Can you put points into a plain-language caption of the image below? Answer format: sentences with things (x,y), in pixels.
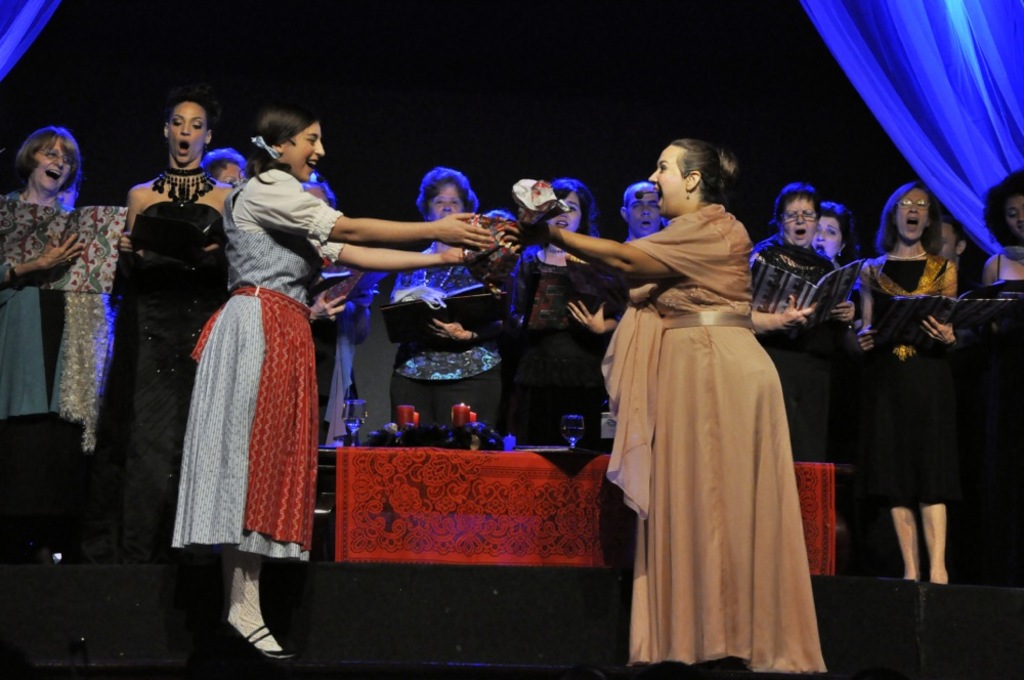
In this image in front (683,335) there are two people (599,240) holding some object (523,220). Behind them there are a few other people (934,273) holding the books (1000,284). In the center of the image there is a table (458,466). On top of it there are glasses (363,419), candles (461,423) and a few other objects (475,440). In the background of the image (18,38) there are curtains (22,24).
